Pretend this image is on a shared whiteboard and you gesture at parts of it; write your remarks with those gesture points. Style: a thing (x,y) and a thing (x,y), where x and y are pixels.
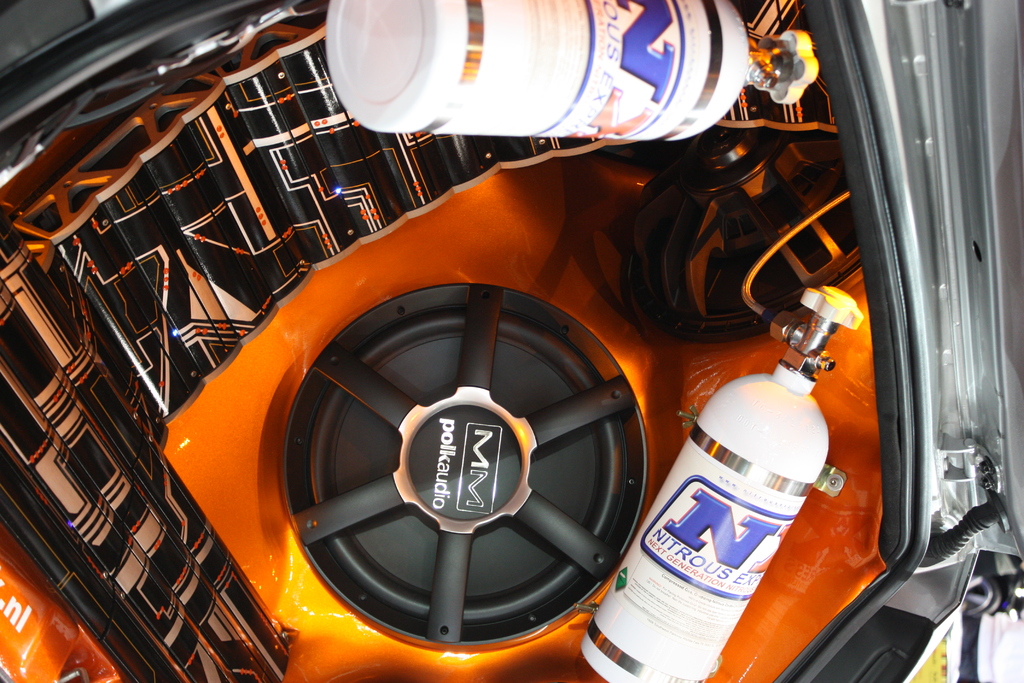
The picture consists of nos system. This is a part (405,313) of the car (542,278). In the picture there are speakers (732,259), cylinders (417,118) and black and white object (141,378).
